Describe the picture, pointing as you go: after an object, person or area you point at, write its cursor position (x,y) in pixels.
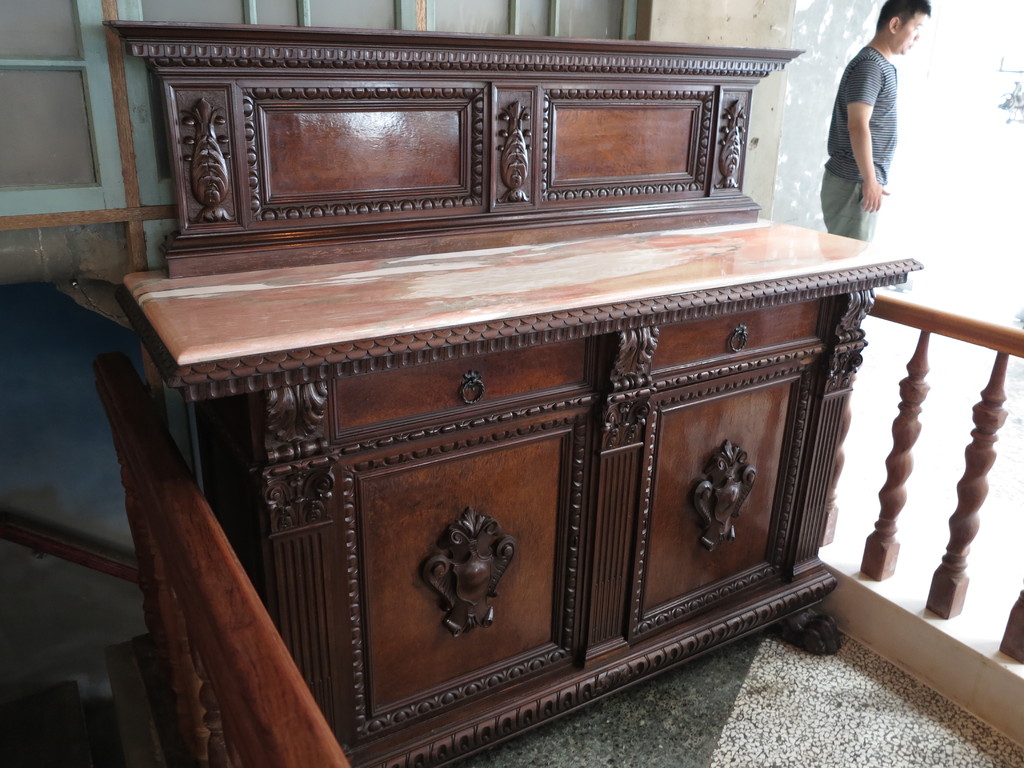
In this image, we can see a brown color wooden box (709,468), at the right side (865,89) there is a person (867,147) standing.
